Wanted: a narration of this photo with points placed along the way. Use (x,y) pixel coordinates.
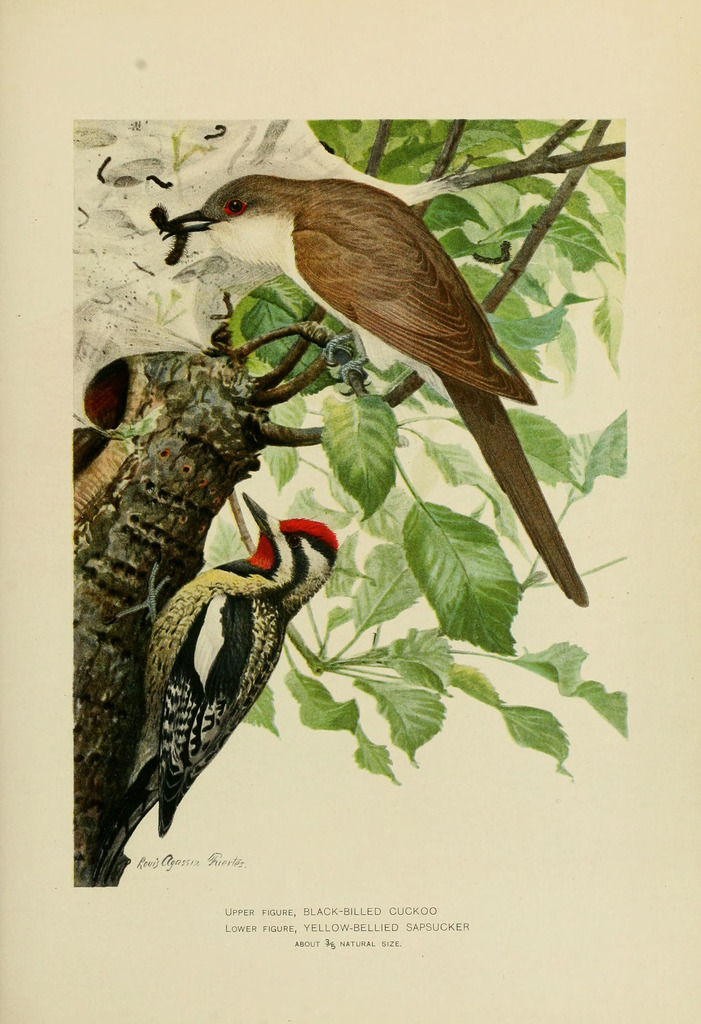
This image is a painting. In this image we can see birds (262,556) on the tree (102,716).
